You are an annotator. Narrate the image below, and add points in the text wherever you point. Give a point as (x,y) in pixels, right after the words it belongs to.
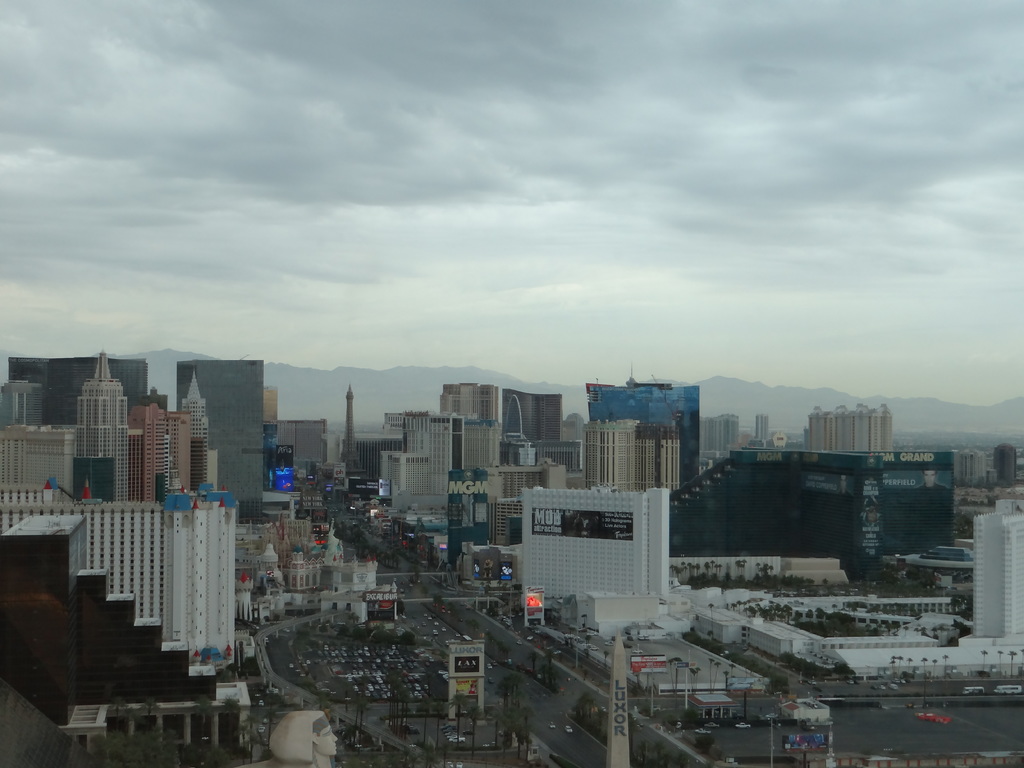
There are many buildings (408,505), road (507,648), trees (548,664). On the buildings (560,551) there some name boards (475,484). In the background (426,173) there are mountains (377,379) and sky (804,379).
